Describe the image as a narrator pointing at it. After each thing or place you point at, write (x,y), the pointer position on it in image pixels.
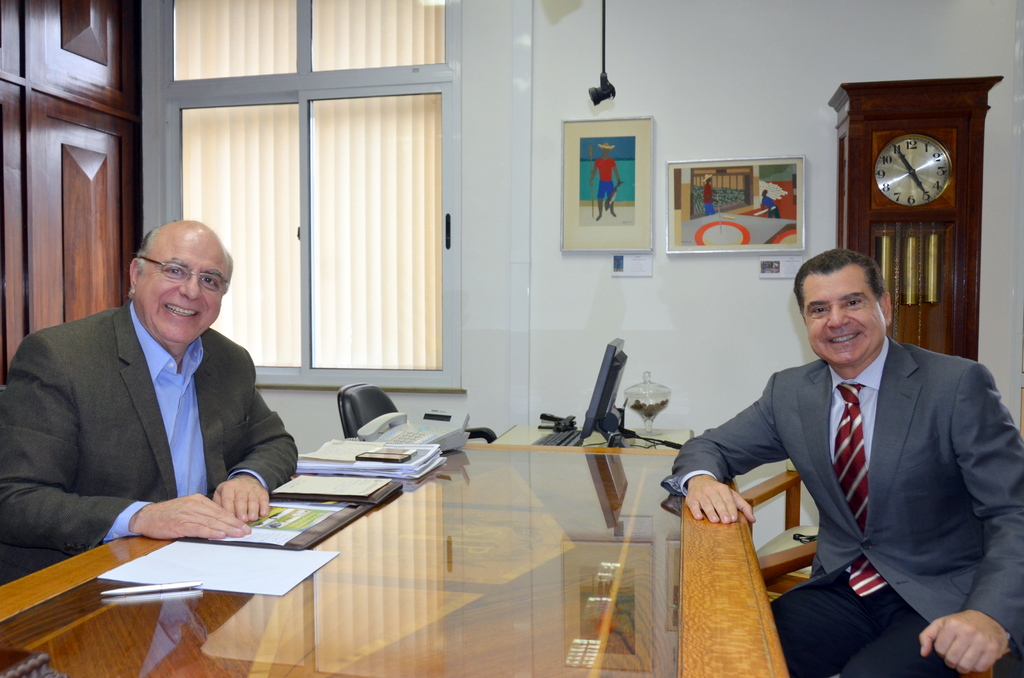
In this a picture inside of a room (502,271) and there is a table (516,557) on the table (593,508) there are the books (314,470) and papers (284,569) kept on the table (578,503). On the right side (899,504) a person (851,507) wearing red color tie (851,441), back side of him there is a clock (964,204) and there is a wall (718,113), on the wall (706,147) there are photo frames (791,232) attached to the wall (749,259), on the left corner (220,160) i can see a window (195,123) and there is a door (52,195) on the left corner (42,255) and left side (77,426) i can see a person (131,418) wearing a blue color shirt (184,390) wearing a spectacles (179,273) and his smiling.
